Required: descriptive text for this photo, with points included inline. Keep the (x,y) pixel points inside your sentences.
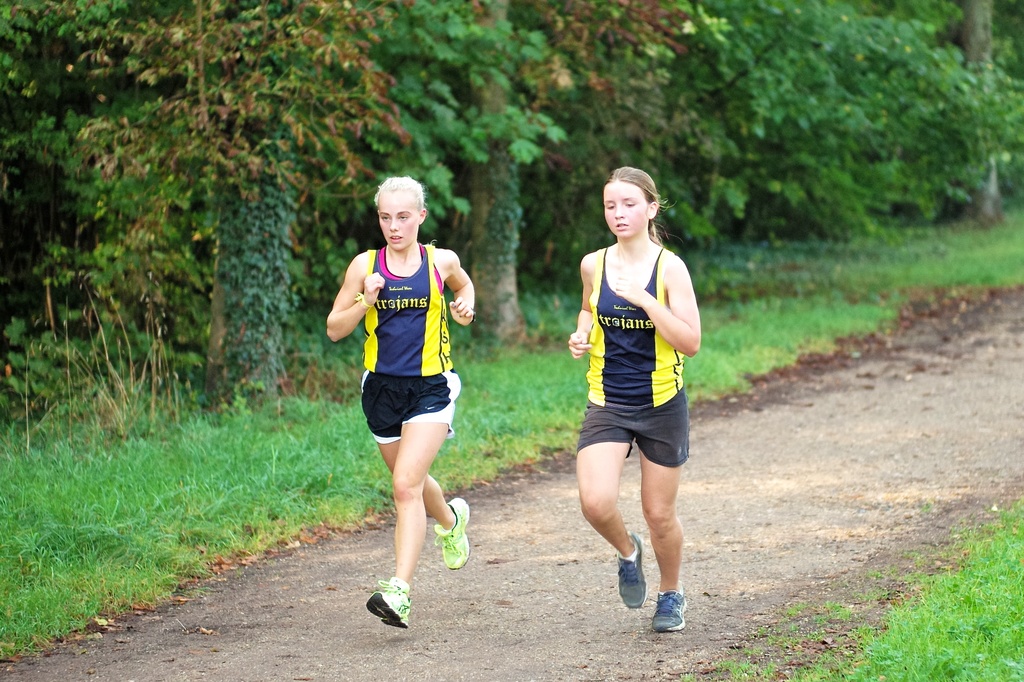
In this picture there are two women (669,468) who are running on the ground (746,511). Both of them are wearing same t-shirt (634,341). On the left (138,249) i can see the trees (198,200), plants (122,268) and grass (120,390).
